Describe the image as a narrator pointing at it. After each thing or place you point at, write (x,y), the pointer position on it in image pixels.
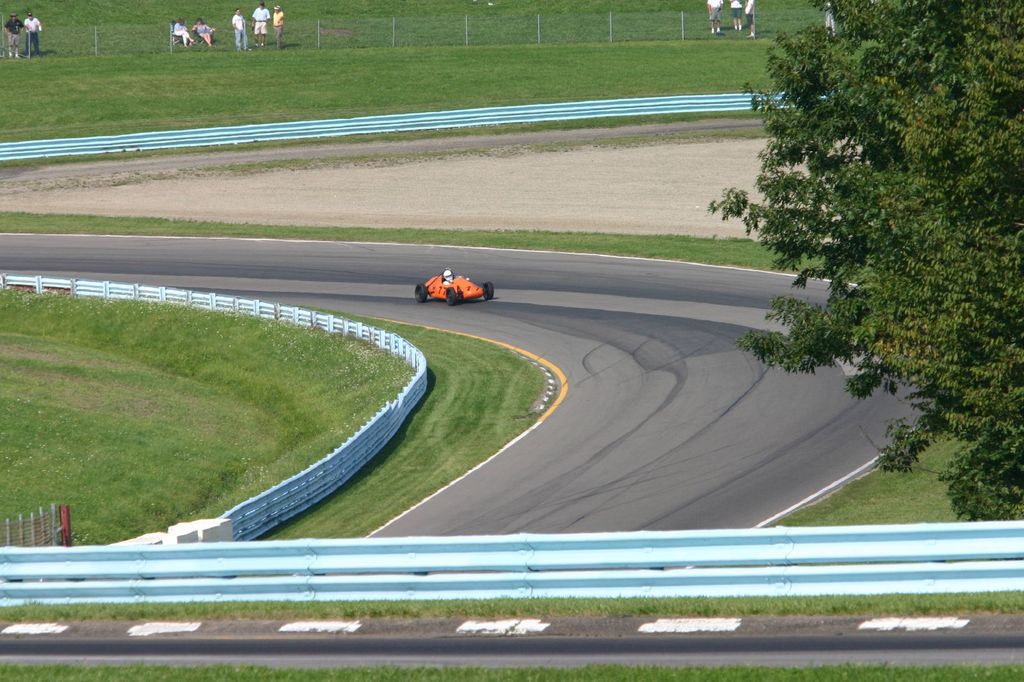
In the center of the image (467,285) we can see a person (447,271) riding an open wheel car (438,292) on the road (548,483). At the bottom (41,575) there is a fence (548,593). On the right (990,488) there is a tree (979,196). In the background (38,31) there are people (33,19).
